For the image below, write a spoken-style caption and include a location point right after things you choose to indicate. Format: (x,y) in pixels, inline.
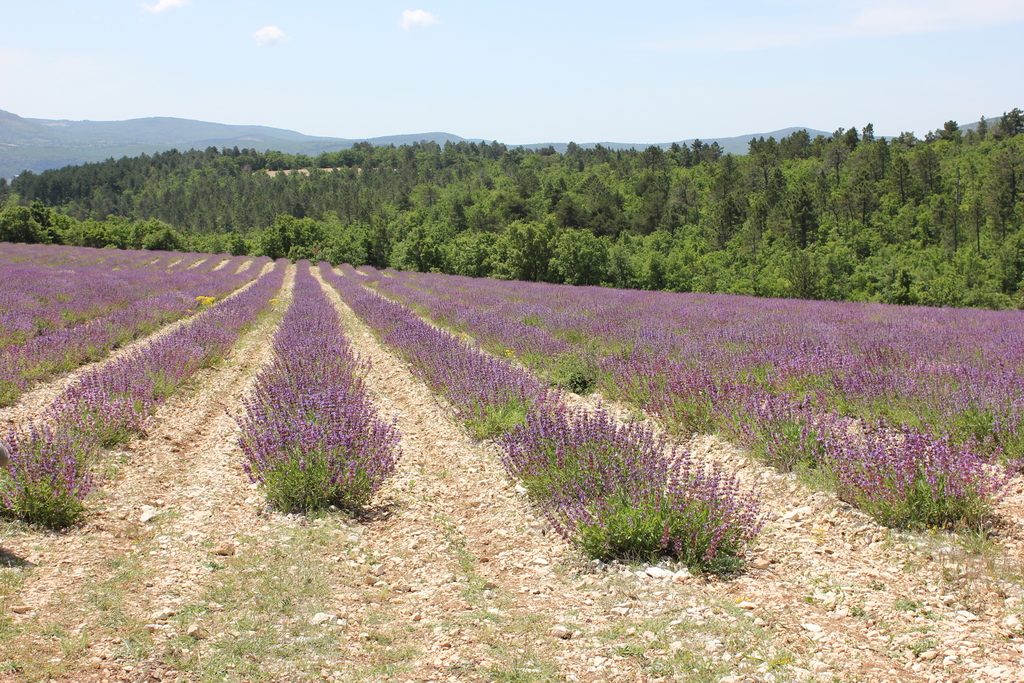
In this image we can see a few plants (28,315) in the field (519,433), there we can also see grass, few stones (374,611), trees (335,167), mountains (259,130) and some clouds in the sky (404,84).
